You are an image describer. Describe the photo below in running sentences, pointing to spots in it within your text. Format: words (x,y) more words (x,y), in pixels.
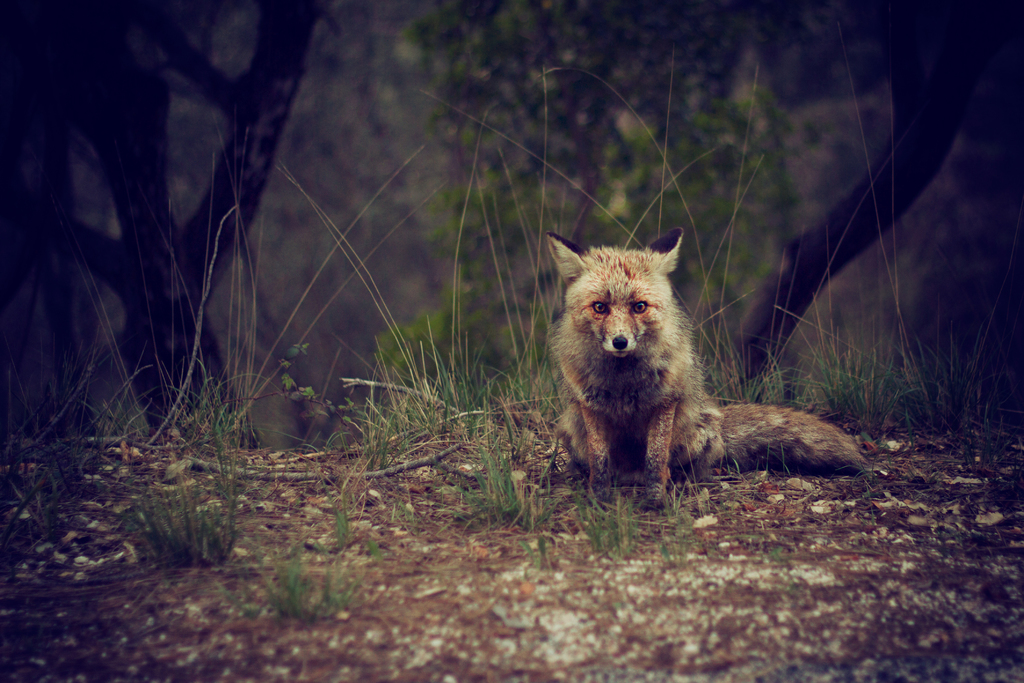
In the foreground (593,330) I can see a fox (617,380) on the ground (567,529) and grass (310,584). In the background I can see trees (14,223). This image is taken may be in the forest (477,516) during night.
